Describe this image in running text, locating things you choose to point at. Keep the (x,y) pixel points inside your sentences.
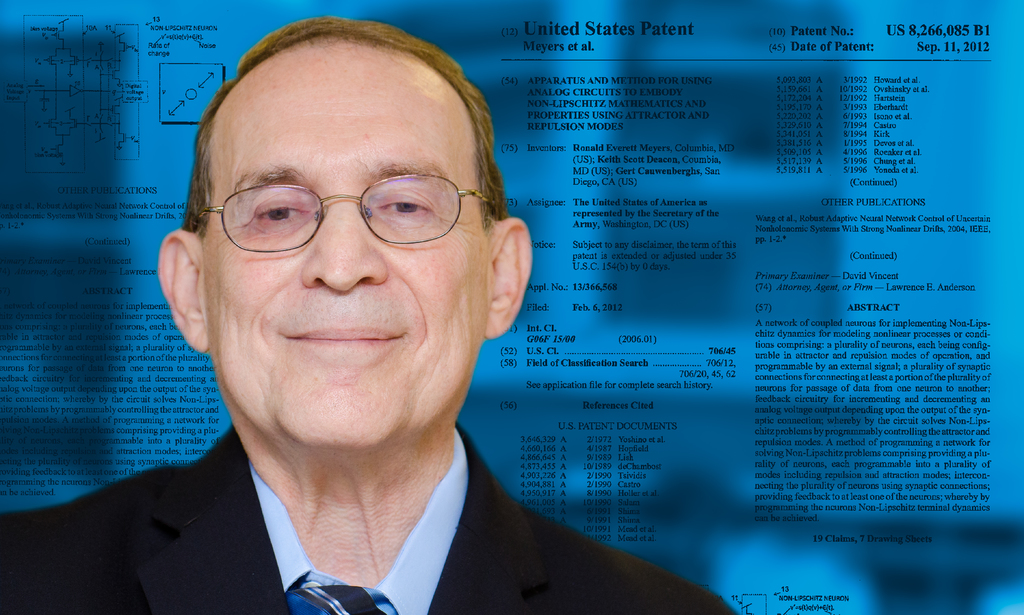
In this image I can see a person (381,429) wearing light blue shirt (391,591), tie (293,591) and black blazer (551,573) is smiling. I can see he is wearing spectacles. In the background (572,341) I can see blue surface (737,322) and something printed on it.
